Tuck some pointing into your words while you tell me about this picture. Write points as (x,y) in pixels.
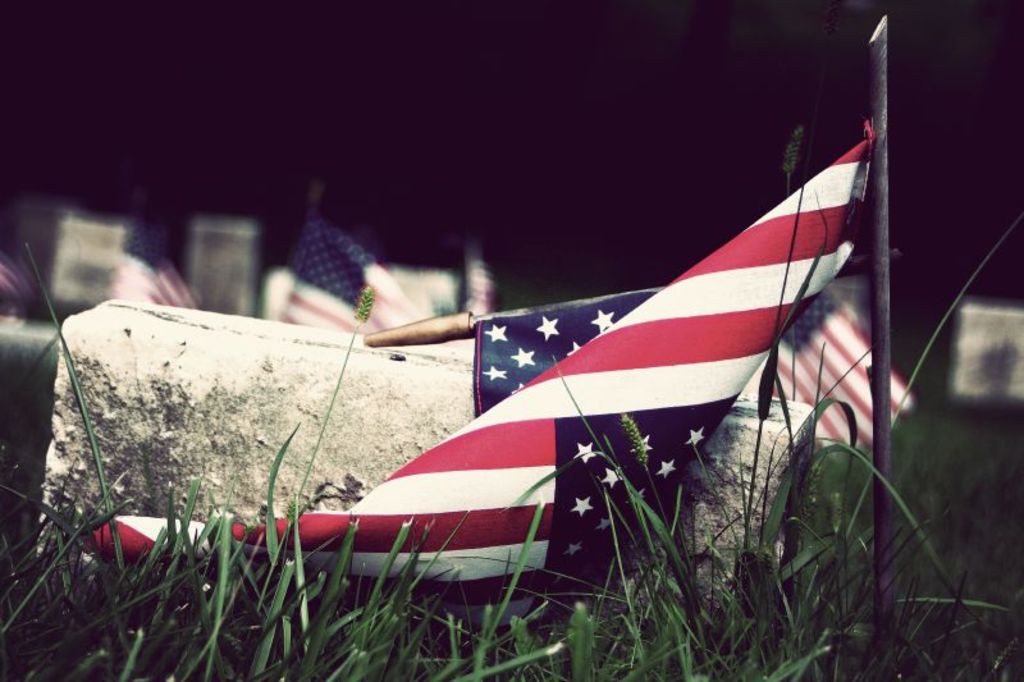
In this image we can see some flags (563,308), sticks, grass (790,517), and a brick (278,375), and the background (373,55) is dark, and blurred.
